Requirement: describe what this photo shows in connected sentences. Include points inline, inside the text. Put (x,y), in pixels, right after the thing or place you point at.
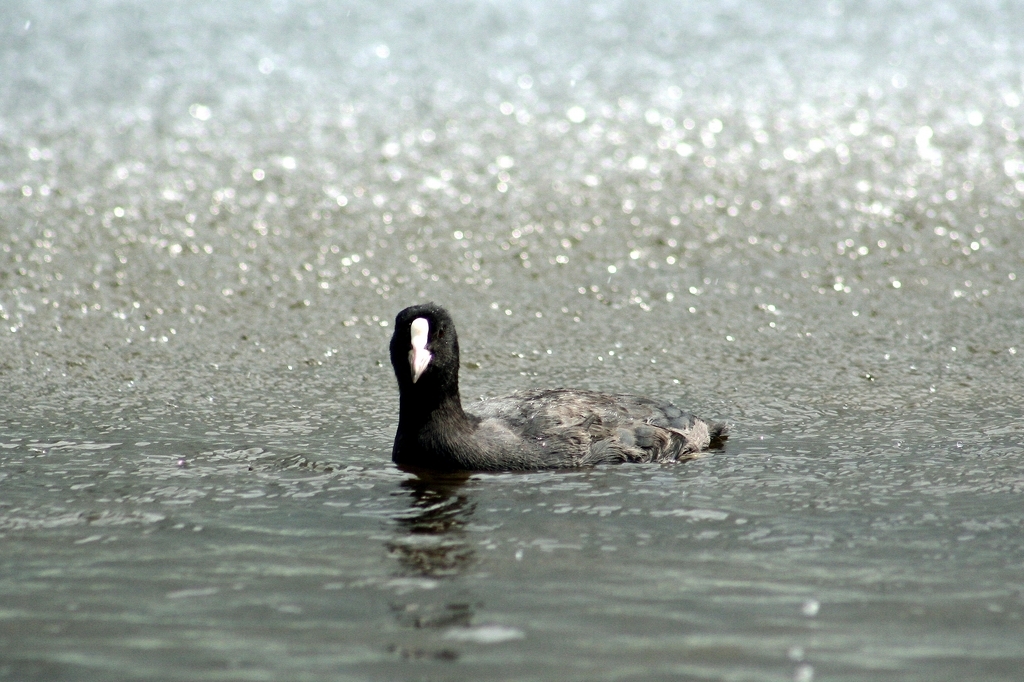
Here in this picture we can see a duck (459,459) present over the place (596,380), which is covered with water (473,218) all over there.
